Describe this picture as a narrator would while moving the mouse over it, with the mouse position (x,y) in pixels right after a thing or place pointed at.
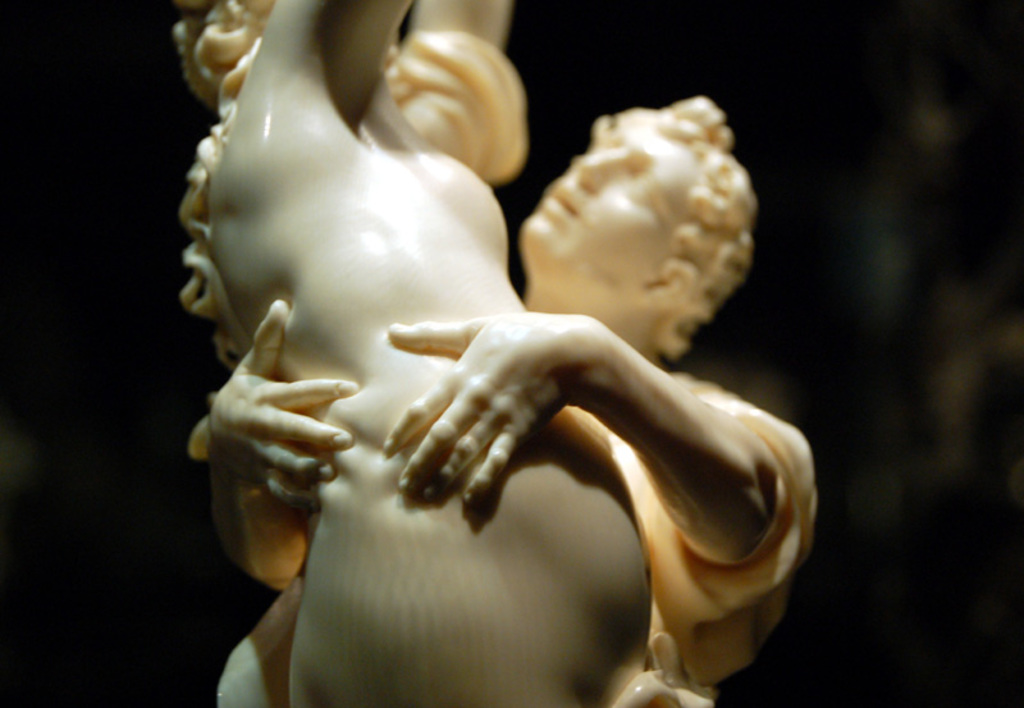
In this image I can see a sculpture (484,198) of two persons (493,160). The background (971,578) is in black color.
